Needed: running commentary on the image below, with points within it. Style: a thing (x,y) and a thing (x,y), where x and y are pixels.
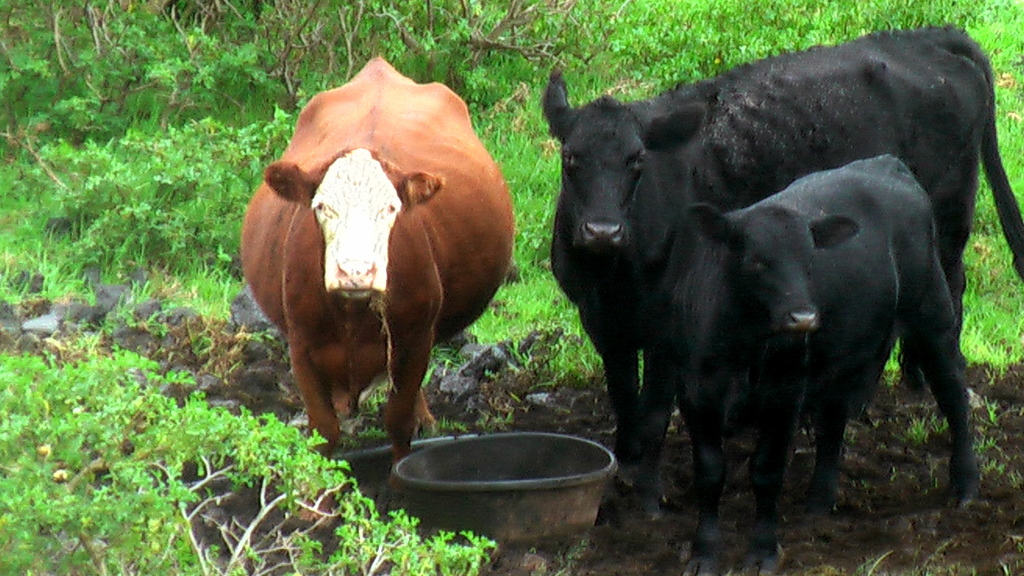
In this image, I can see three cows (894,244) standing. It looks like a tub (434,526). I can see the plants (316,77).
